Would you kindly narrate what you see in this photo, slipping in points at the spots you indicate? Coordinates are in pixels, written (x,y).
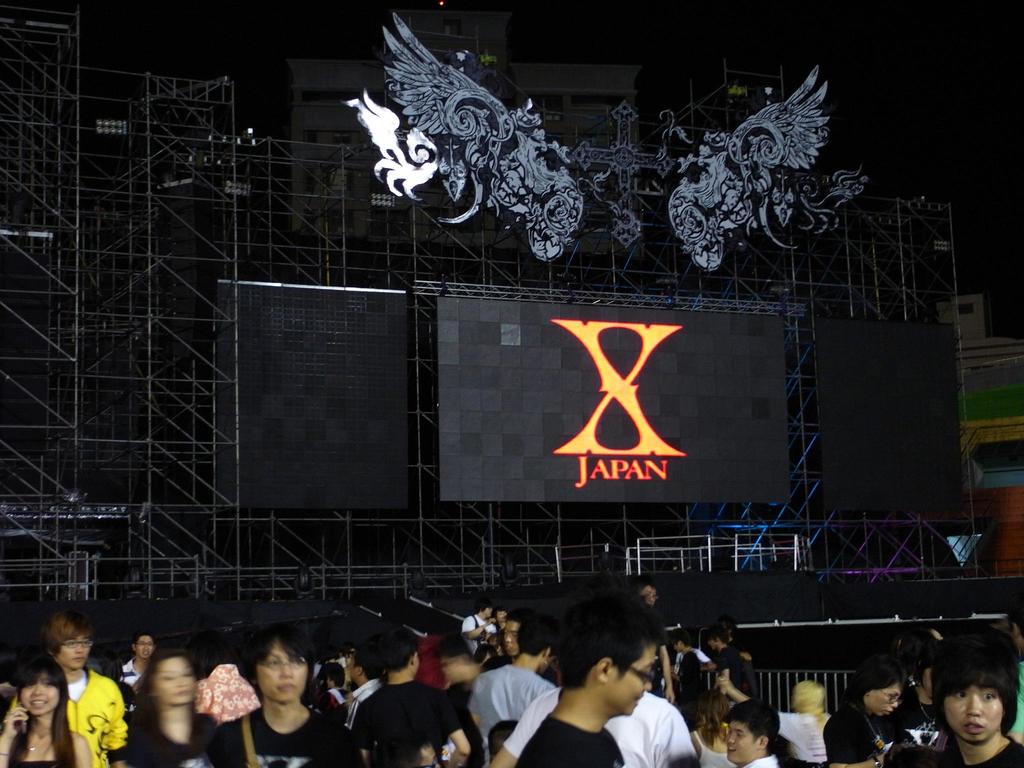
In the center of the image (505,444) there are speakers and screen (516,380) on the stands (923,266). At the bottom of the image (1000,708) there are persons (415,695). In the background (499,39) we can see buildings (369,66) and sky (594,32).
